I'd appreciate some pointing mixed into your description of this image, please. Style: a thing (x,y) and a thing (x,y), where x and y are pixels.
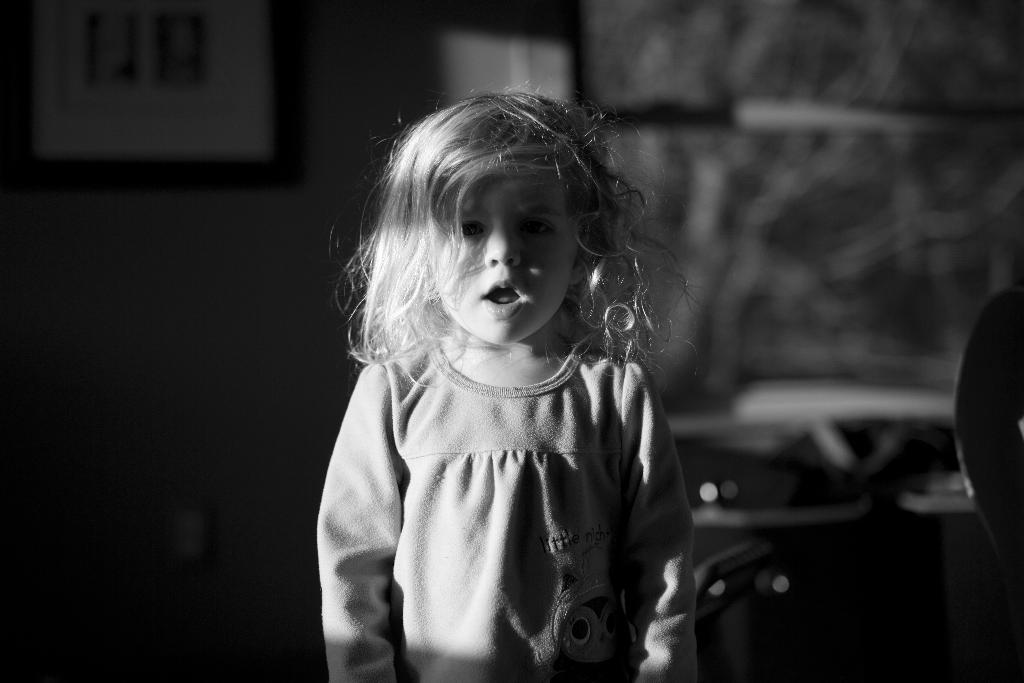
In this picture we can see a girl (609,491) opened her mouth (486,301) and in the background (190,29) we can see a frame (221,55) on the wall (169,307) and some objects (812,462).
